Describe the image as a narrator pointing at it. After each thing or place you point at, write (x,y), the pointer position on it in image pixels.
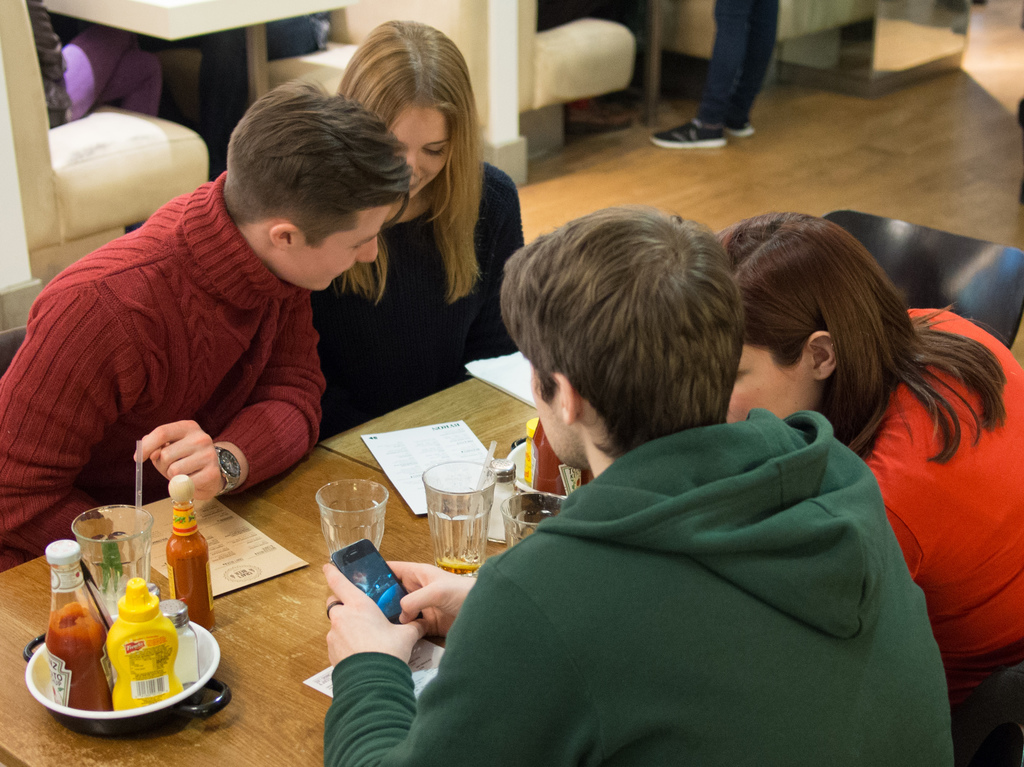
As we can see in the image there are four people (396,244) sitting on chairs (20,335) and in front of them there is a table (304,626). On table (444,401) there is a paper (481,377), book (504,371), glasses (361,490) and bottles (173,574).
